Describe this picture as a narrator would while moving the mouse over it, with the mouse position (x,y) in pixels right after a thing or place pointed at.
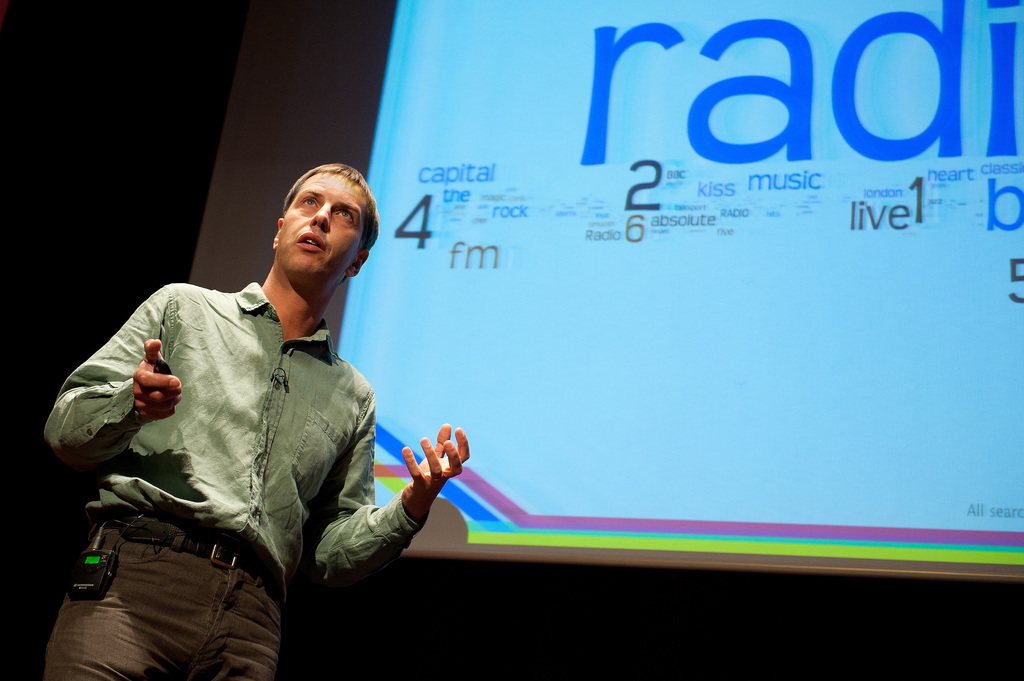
On the left (202,343) there is a man (294,392) who is wearing a shirt (241,457) and trouser (169,597). He is standing near to the projector screen (709,514). On the bottom (816,647) we can see darkness (757,639).
